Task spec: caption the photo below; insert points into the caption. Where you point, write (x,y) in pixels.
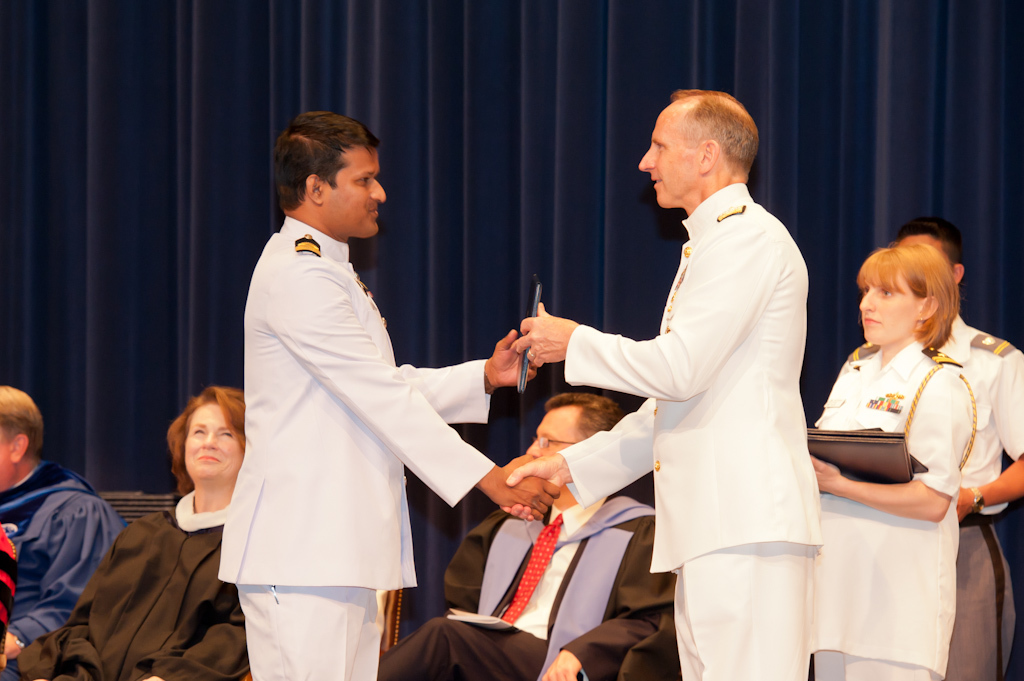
In this image in the foreground (369,371) there are two people (581,346) wearing white uniform (683,367). They are shaking hands (521,467) and exchanging an object (538,305) with each other. In the background (465,551) three people (170,577) are sitting. Here two other people (919,360) are standing. The lady (890,506) is holding something. In the background (820,176) there is curtain (149,87).
